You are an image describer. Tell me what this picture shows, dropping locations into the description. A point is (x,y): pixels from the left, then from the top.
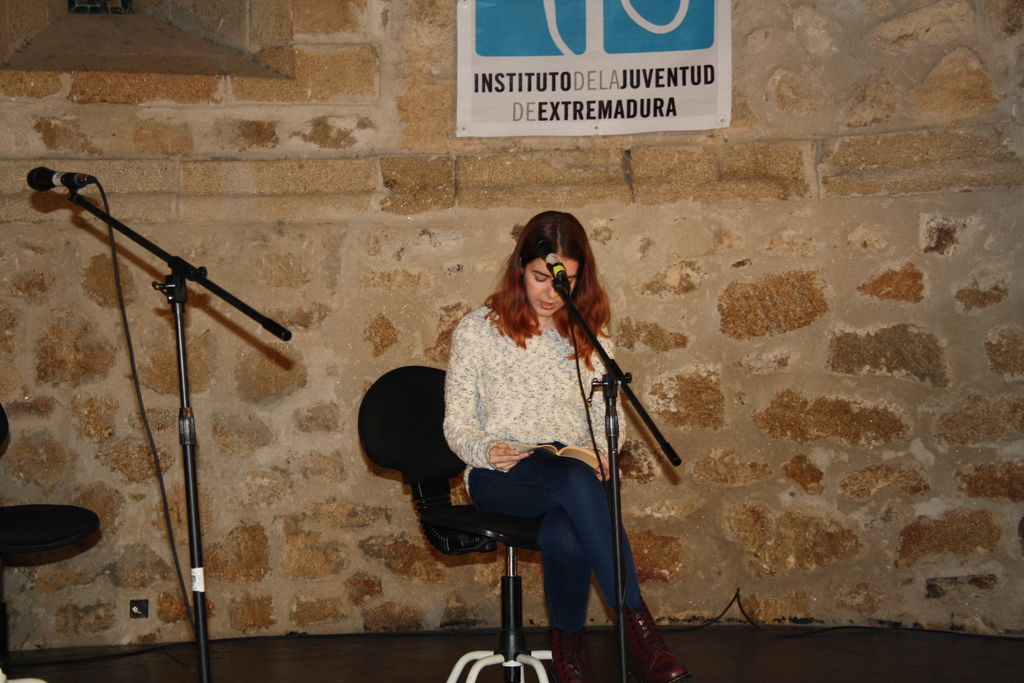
There is one woman (545,364) sitting on the chair (519,515) and holding a book (549,449) in the middle of this image (431,375). We can see Mikes (579,367) at the bottom of this image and there is a wall (458,243) in the background (765,268). We can see a poster (592,62) attached to it.
